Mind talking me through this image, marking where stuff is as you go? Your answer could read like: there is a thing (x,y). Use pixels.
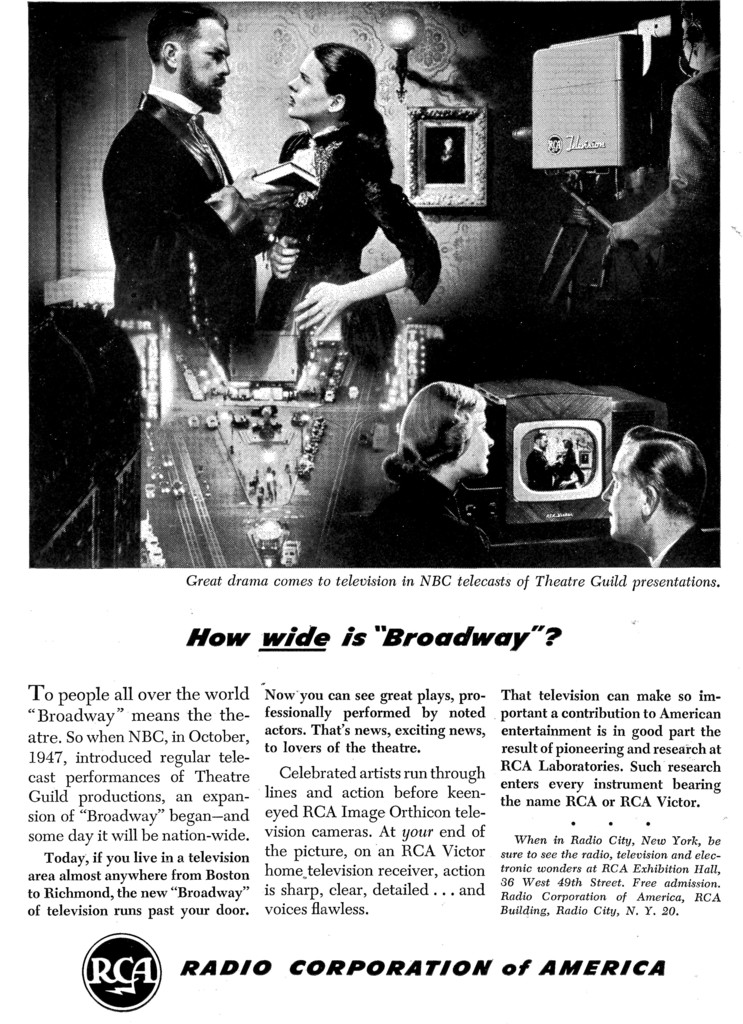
It is the image of a page (377,361) inside the article (318,839), in the picture there are few images (267,325) of men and women (402,483) and below the image there is some description (702,782) written related to the picture.
